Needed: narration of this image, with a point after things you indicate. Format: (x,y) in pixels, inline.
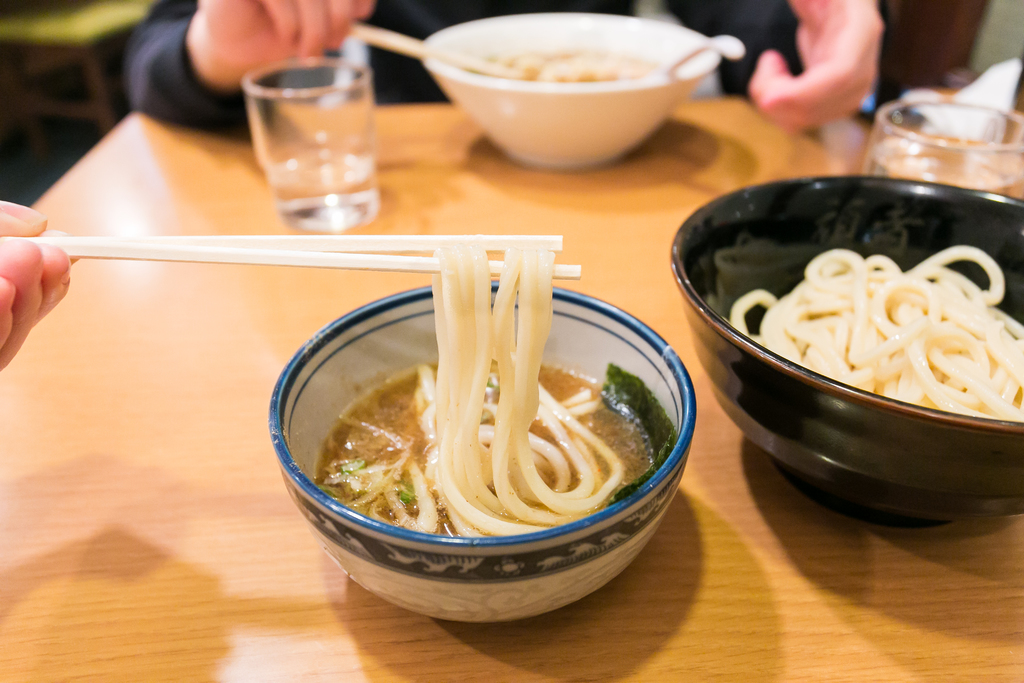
This picture shows three bowls (703,295) and two glasses (925,137) on the table (71,348) and two people (871,8) holding chopsticks (485,272) in their hand (21,282).
